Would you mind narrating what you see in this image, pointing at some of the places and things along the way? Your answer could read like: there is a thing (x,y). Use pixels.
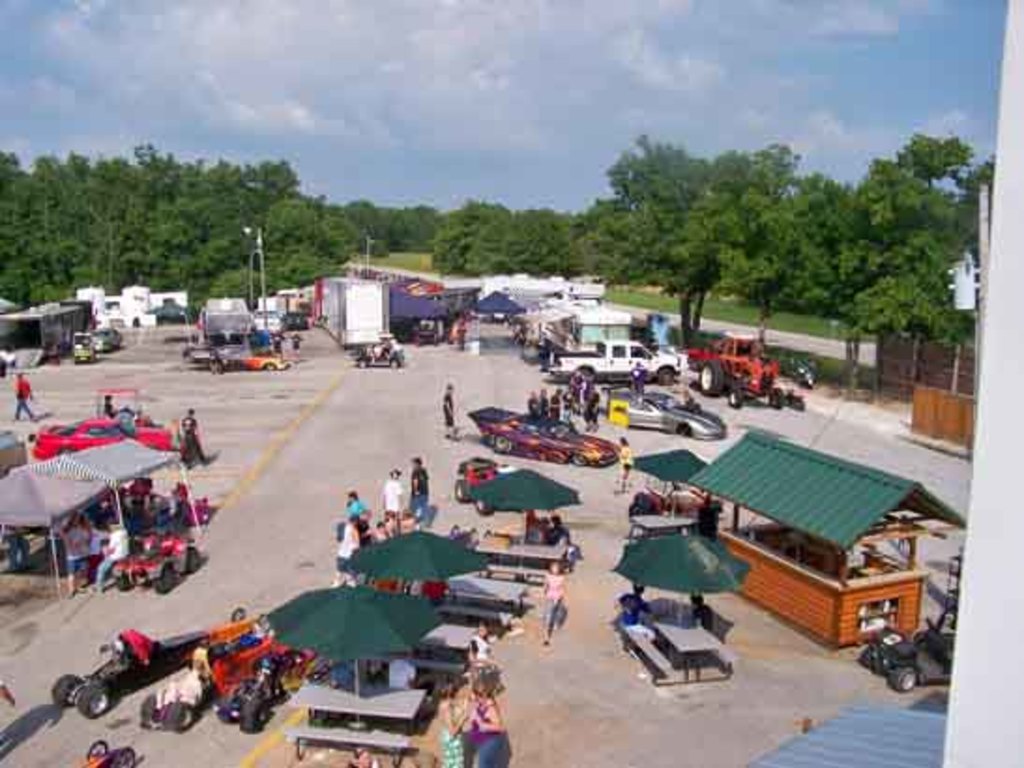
In this image there are tents (567,493), cars (485,412), buildings (804,586) on the road (299,515) and we can see people (352,525) are walking on the road (323,459). In the background (821,233) there are trees (639,216) and sky (472,63). At the bottom (485,562) there are tables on the surface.
